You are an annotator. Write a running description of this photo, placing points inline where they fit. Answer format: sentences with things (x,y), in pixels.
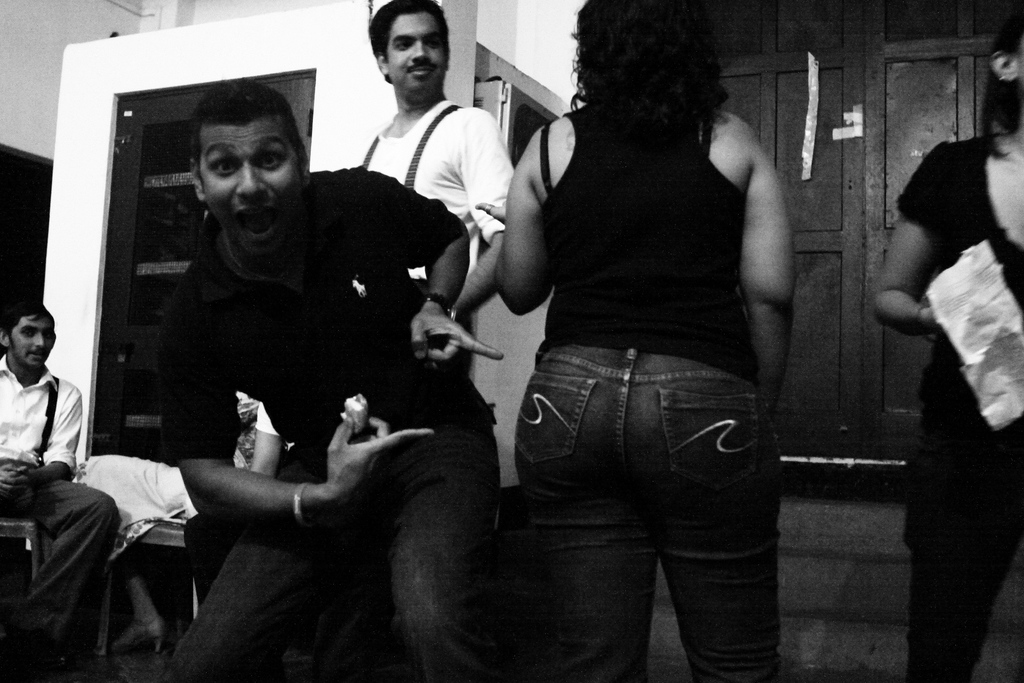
In this image, we can see persons (663,281) wearing clothes (931,219). There are steps (902,527) in the bottom right of the image (847,579). There is a door (868,222) on the right side of the image (869,368). There are two persons (248,397) on the left side of the image (9,383) sitting on chairs (155,524).
